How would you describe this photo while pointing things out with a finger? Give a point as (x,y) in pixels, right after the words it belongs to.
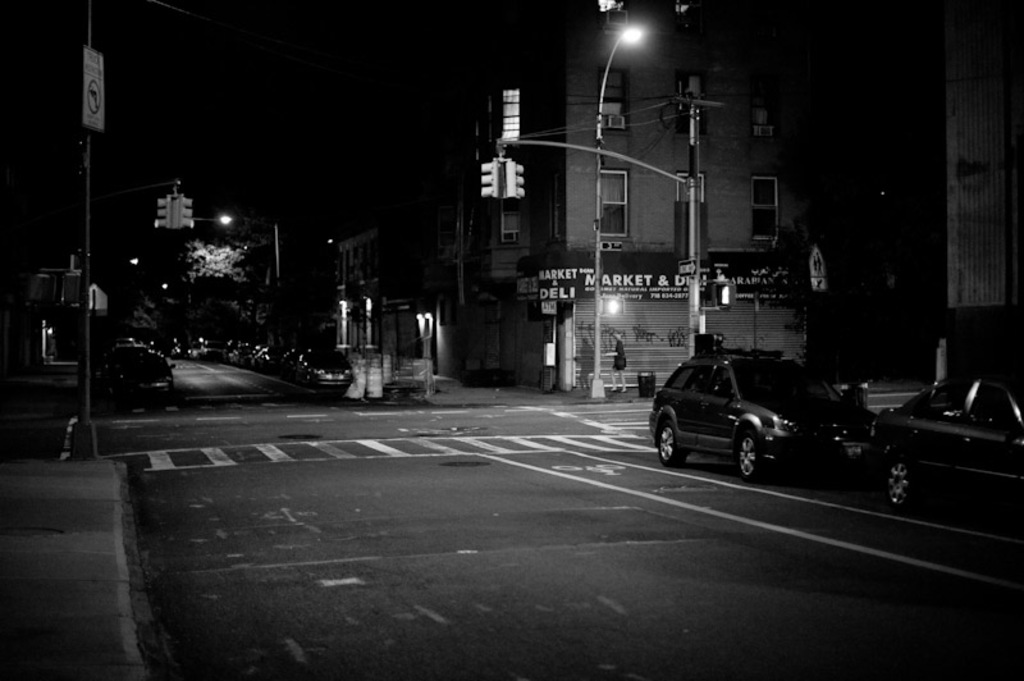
This image is a black and white image. This image is taken outdoors. At the bottom of the image (495,559) there is a road (255,554) and there is a sidewalk (70,549). On the right side of the image (861,415) two cars (827,418) are parked on the road (782,486) and there are two buildings (784,204) with walls (708,211), windows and doors (664,341). There are a few boards (584,278) with text (626,280) on them. On the left side of the image (81,447) there is a signboard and there is a pole (86,264). In the middle of the image (598,249) there are a few poles (696,121) with street lights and signal lights (491,175). There are a few plants (212,331).
